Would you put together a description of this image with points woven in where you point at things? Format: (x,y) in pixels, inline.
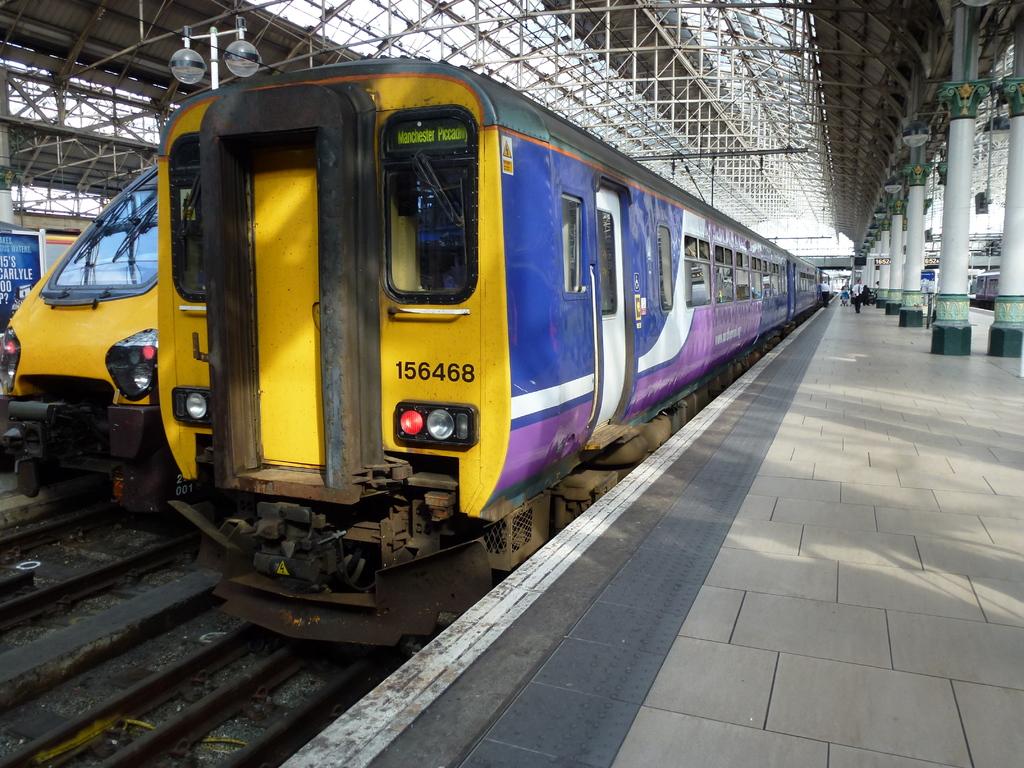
In this picture we can see few trains (284,389) on the tracks (98,507), in the background (842,297) we can find few people (824,289), at the top of the image (708,79) we can see few metal rods (737,131), on the left side of the image (10,237) we can find a hoarding (21,244).
